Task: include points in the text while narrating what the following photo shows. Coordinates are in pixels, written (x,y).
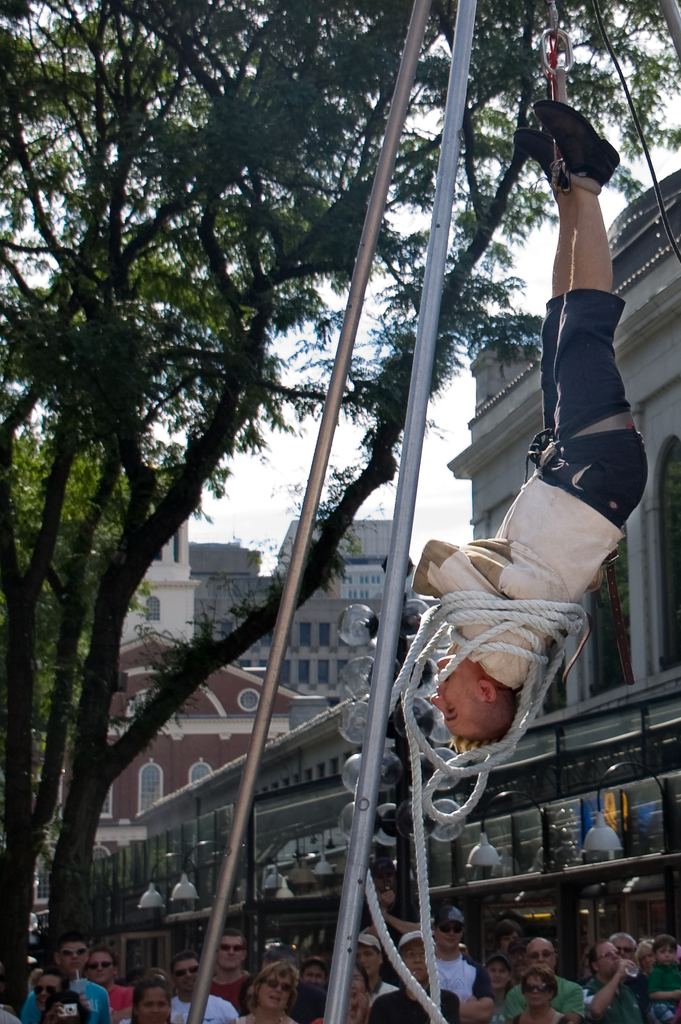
Here in this picture we can see a person (558,301) hanging in air and we can see he is tied with ropes (507,615) over there and in front him we can see poles (387,746) and trees (190,375) present over there and we can see number of people (596,951) standing on the road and watching him and behind them we can see buildings (317,662) present all over there.
